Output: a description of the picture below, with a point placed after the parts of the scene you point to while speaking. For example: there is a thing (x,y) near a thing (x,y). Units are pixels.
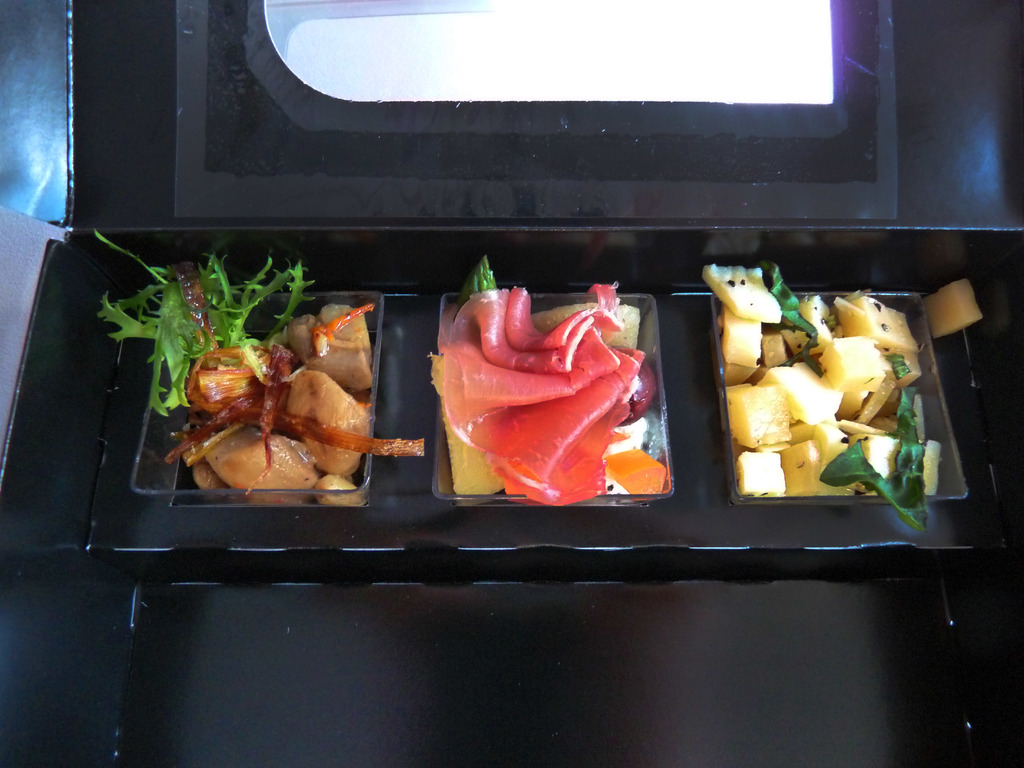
In this image there are potatoes (807,378), meat (505,399) and salad (173,371) placed separately inside the box (484,534).
